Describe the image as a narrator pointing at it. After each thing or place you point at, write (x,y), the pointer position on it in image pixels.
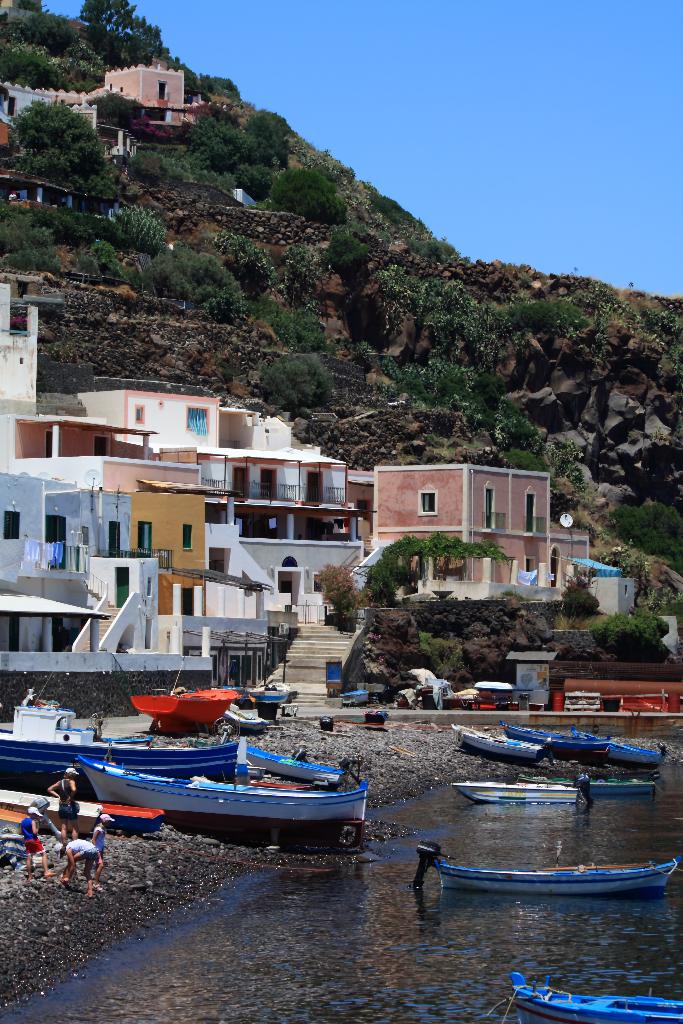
In this picture I can observe buildings (203,519) in the middle of the picture (232,523). In the bottom of the picture (371,933) I can observe boats (560,800) floating on the water (308,889). In the background (189,166) I can observe some plants (351,226) and trees (122,61) on the hill (195,230). I can observe sky (375,172) in the background (355,91).
